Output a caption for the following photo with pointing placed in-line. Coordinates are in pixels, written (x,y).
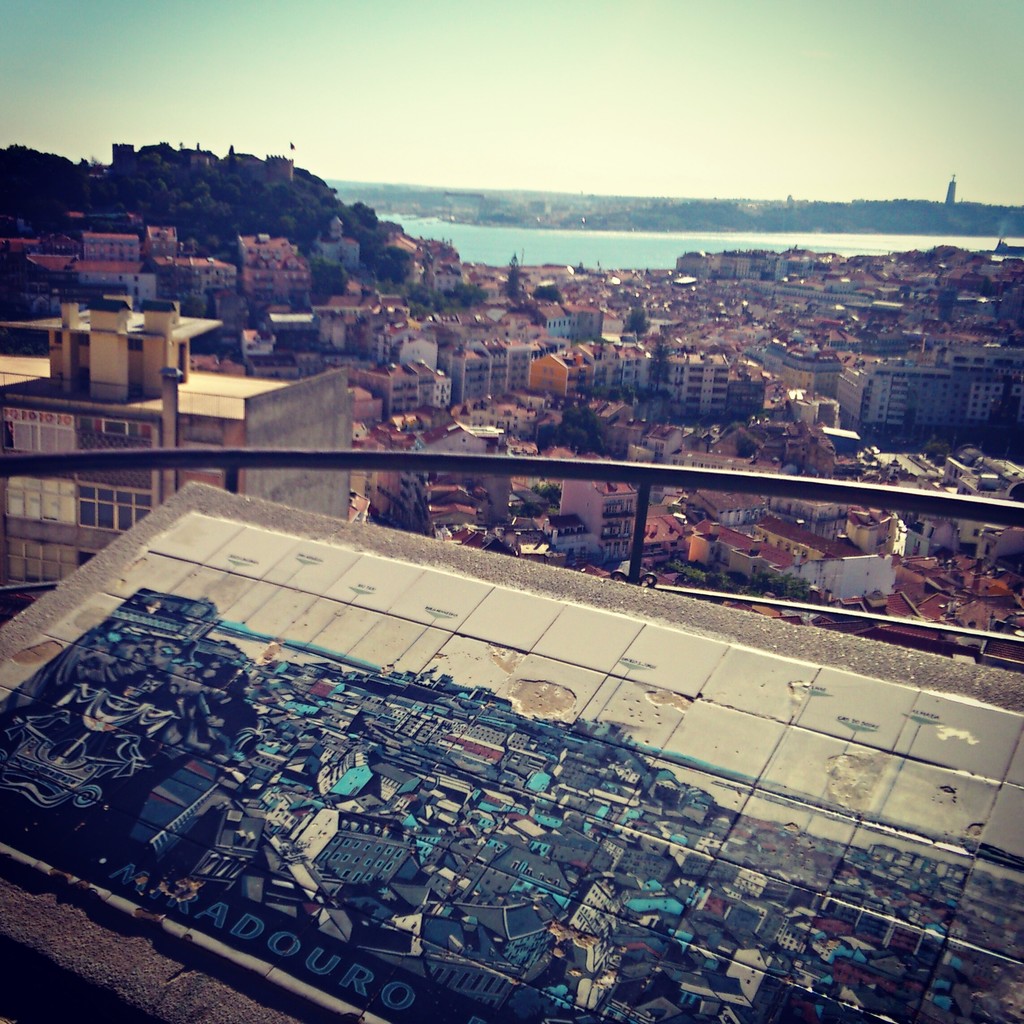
In the center of the image (396,463) we can see the railing (1023,630), tiles (541,776) on the wall (619,680). In the background of the image (556,383) we can see the buildings (427,350), trees (325,181), poles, roofs (462,502), water (531,237). At the top of the image (459,97) we can see the sky (419,52).
